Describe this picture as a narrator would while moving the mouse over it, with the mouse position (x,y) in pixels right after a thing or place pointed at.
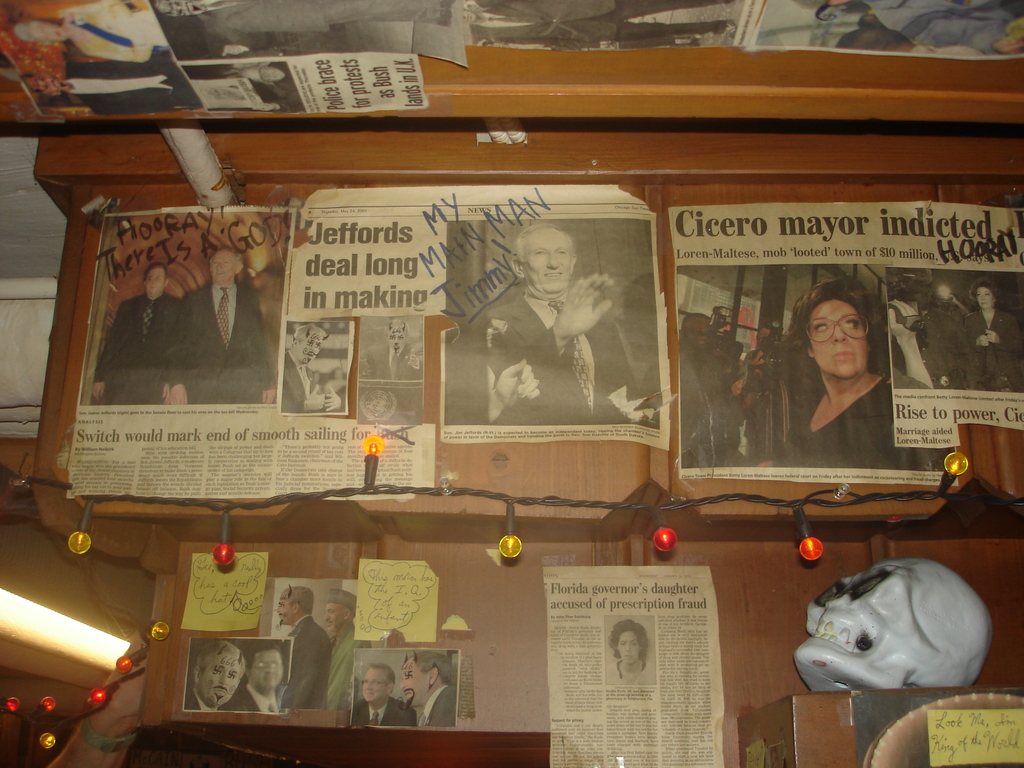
In this picture we can observe some newspapers (528,338) stuck to the brown color wall (523,462). We can observe some lights (233,556) which are in different colors. There is a white color skull (874,628) on the right side (914,664).
